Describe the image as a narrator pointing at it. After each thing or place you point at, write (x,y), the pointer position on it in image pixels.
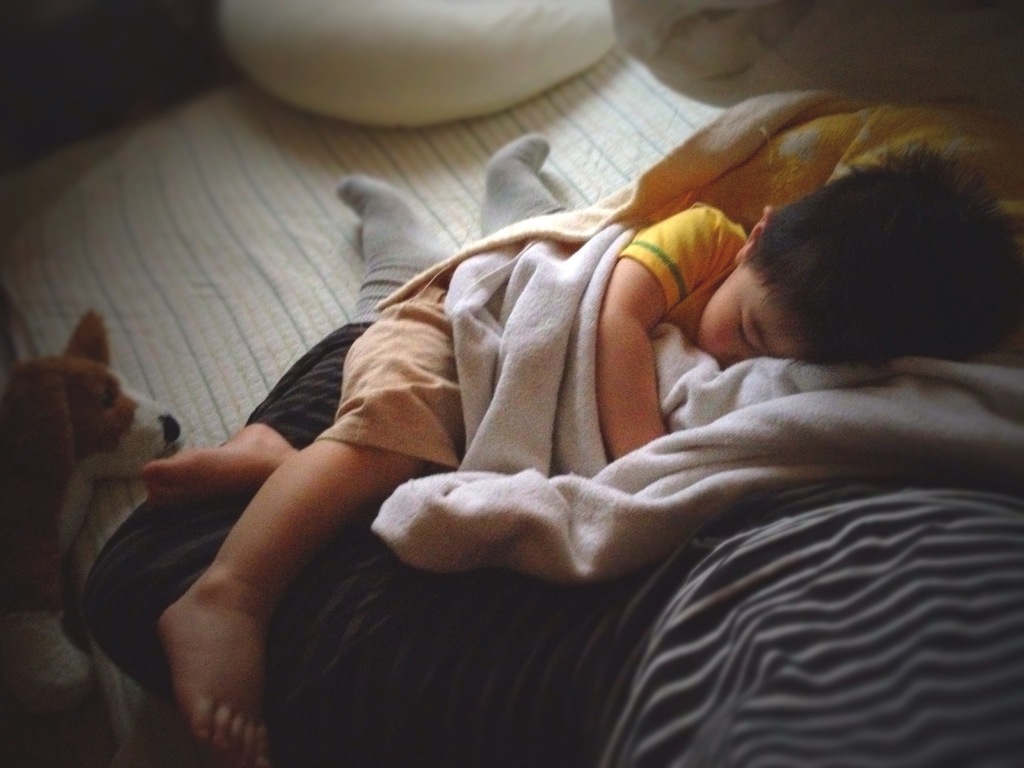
In this picture we can see a person (475,593) is lying on the bed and a kid (281,564) is lying on the person (471,578) and holding a cloth (495,357). Behind the kid (400,394), it looks like a pillow (420,59) and on the left side of the people (292,452) there is a toy (68,437).
